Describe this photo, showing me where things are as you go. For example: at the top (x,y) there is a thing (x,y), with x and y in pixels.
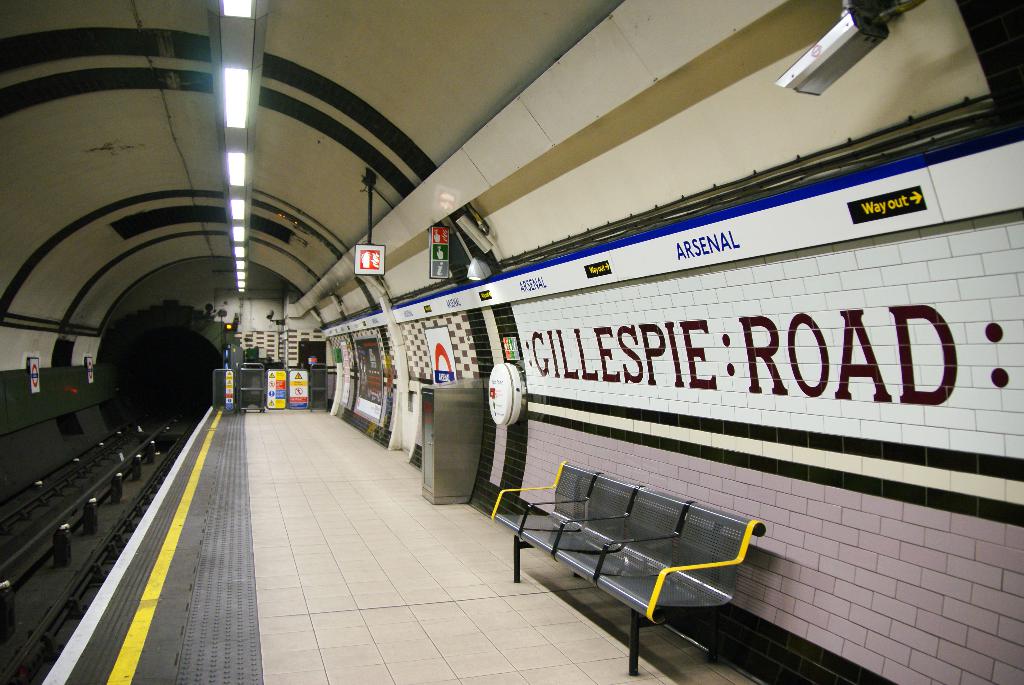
This image looks like a tunnel (29,243). This looks like a platform (454,568). There is a bench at the bottom (623,499). There are lights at the top (246,178).
